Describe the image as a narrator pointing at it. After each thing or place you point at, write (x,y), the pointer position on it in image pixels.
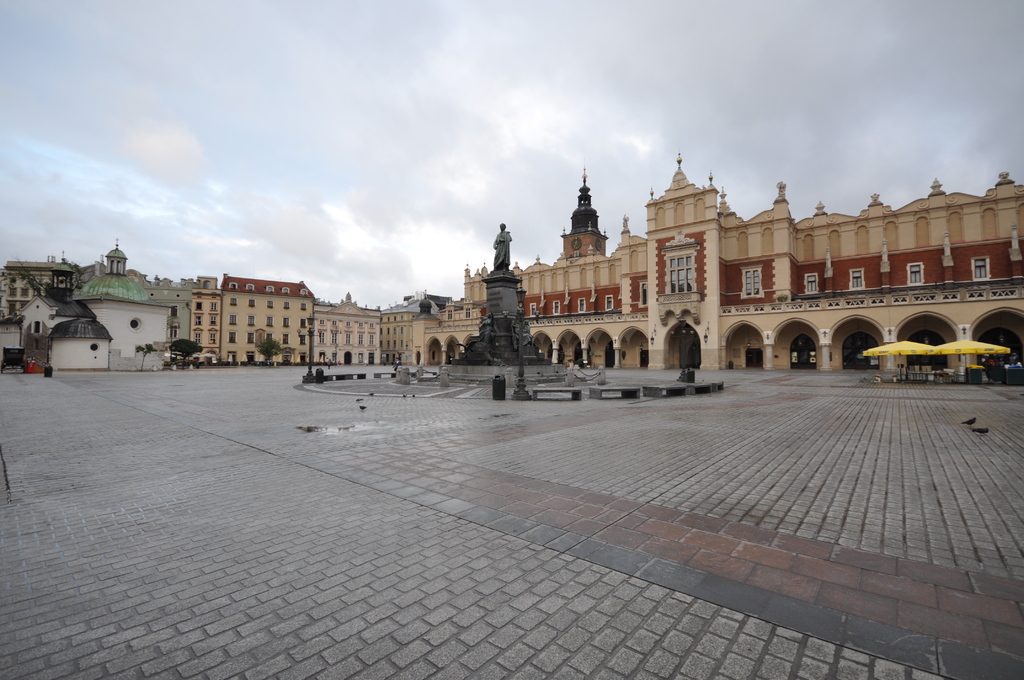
In this image I can see the statue (494,301) of the person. To the right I can see the tents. In the background (405,361) I can see many buildings (226,339) and the trees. I can also see the clouds (396,162) and the sky (402,213).
